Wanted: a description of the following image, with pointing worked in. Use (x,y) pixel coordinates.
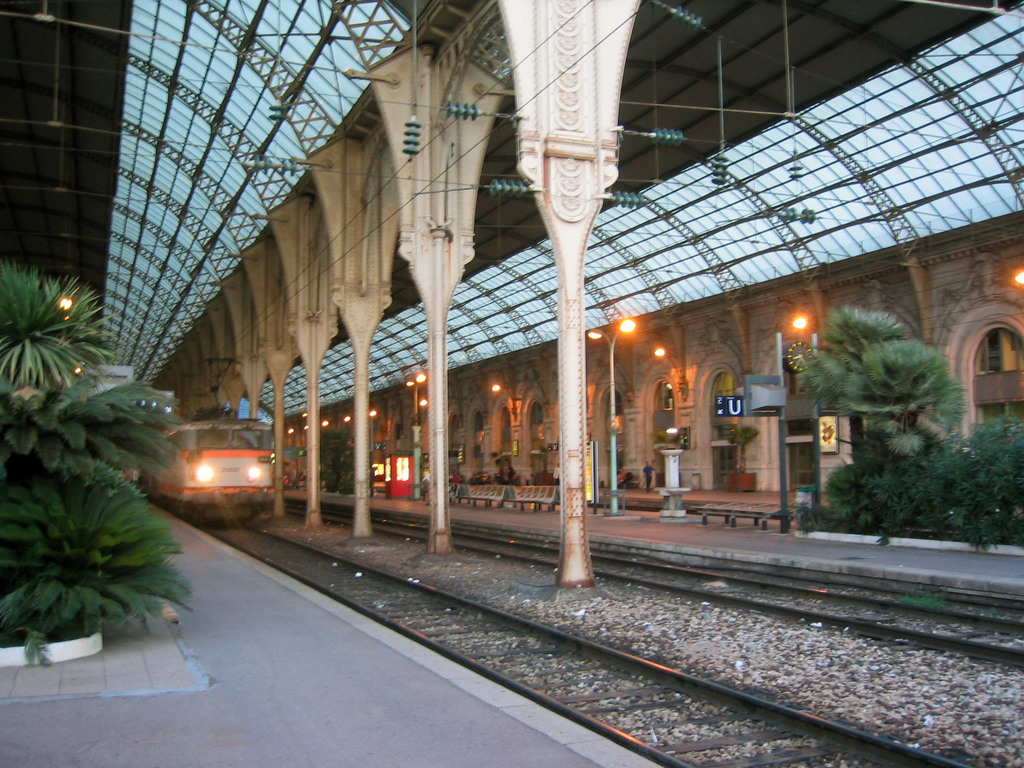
In the given image i can see a train (246,472), railway track (724,747), arch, plants (917,444), lights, roof (808,14) and some other objects (496,490).
